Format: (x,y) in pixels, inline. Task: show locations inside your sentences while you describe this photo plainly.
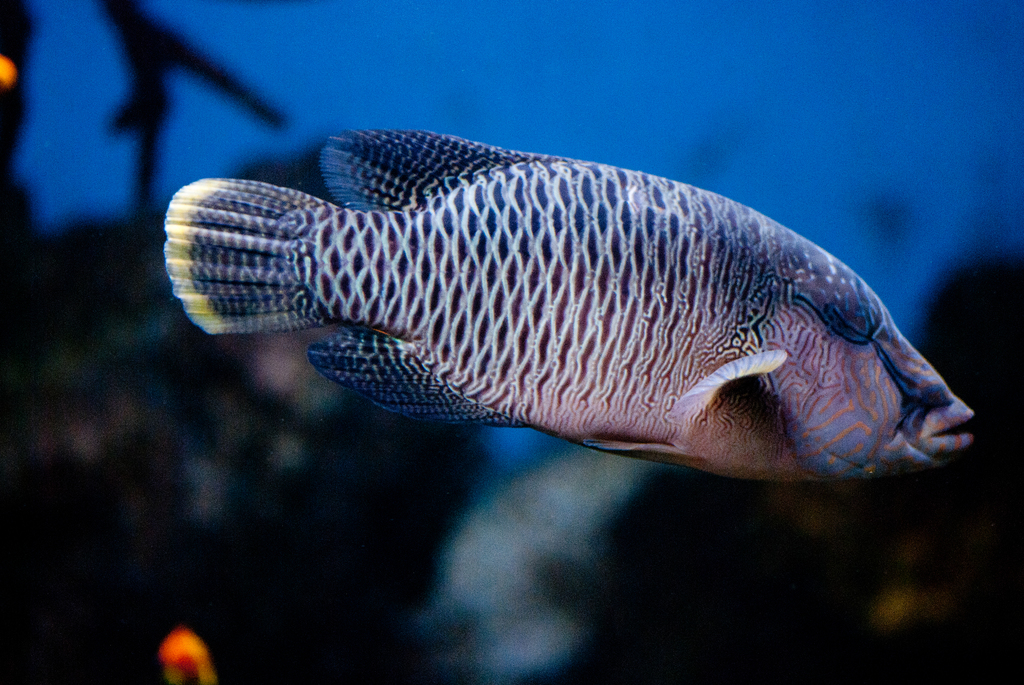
In this picture, there is a fish (629,266) in the center (493,317). It is in different colors with different patterns (614,260).
